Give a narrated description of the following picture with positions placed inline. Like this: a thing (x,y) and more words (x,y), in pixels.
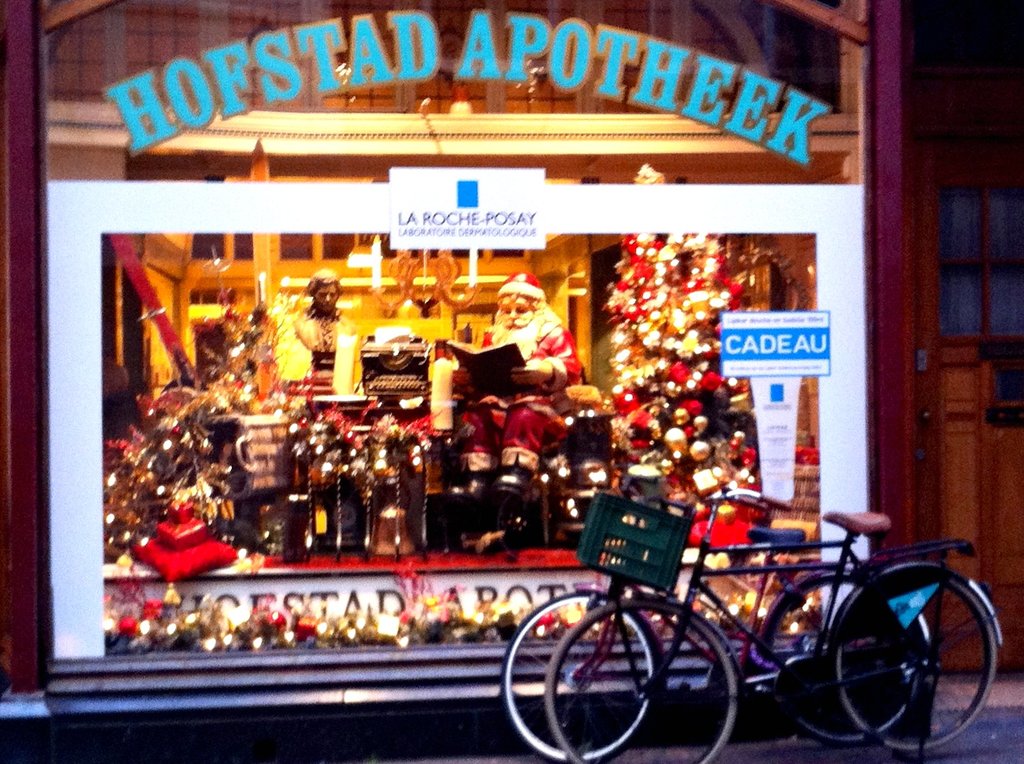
In this image on the right side (822,640), I can see two bicycles (692,651). I can see a glass window (652,32) with some text (230,106) written on it.
